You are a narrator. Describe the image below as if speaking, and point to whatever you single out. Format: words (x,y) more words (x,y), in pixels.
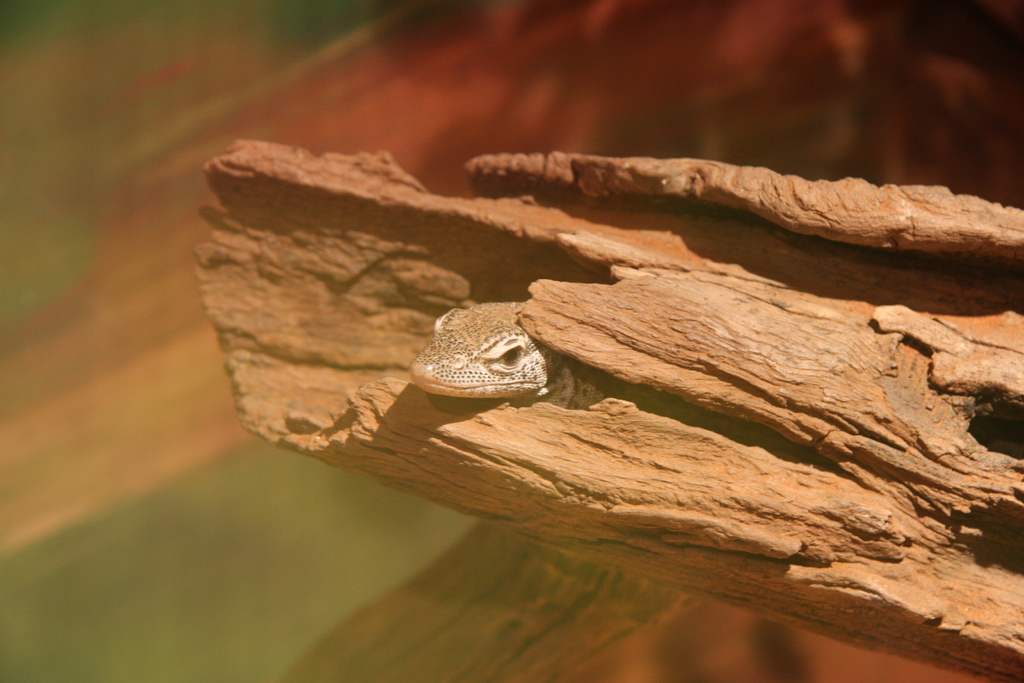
This picture shows a reptile (456,393) in the tree bark (600,415).
